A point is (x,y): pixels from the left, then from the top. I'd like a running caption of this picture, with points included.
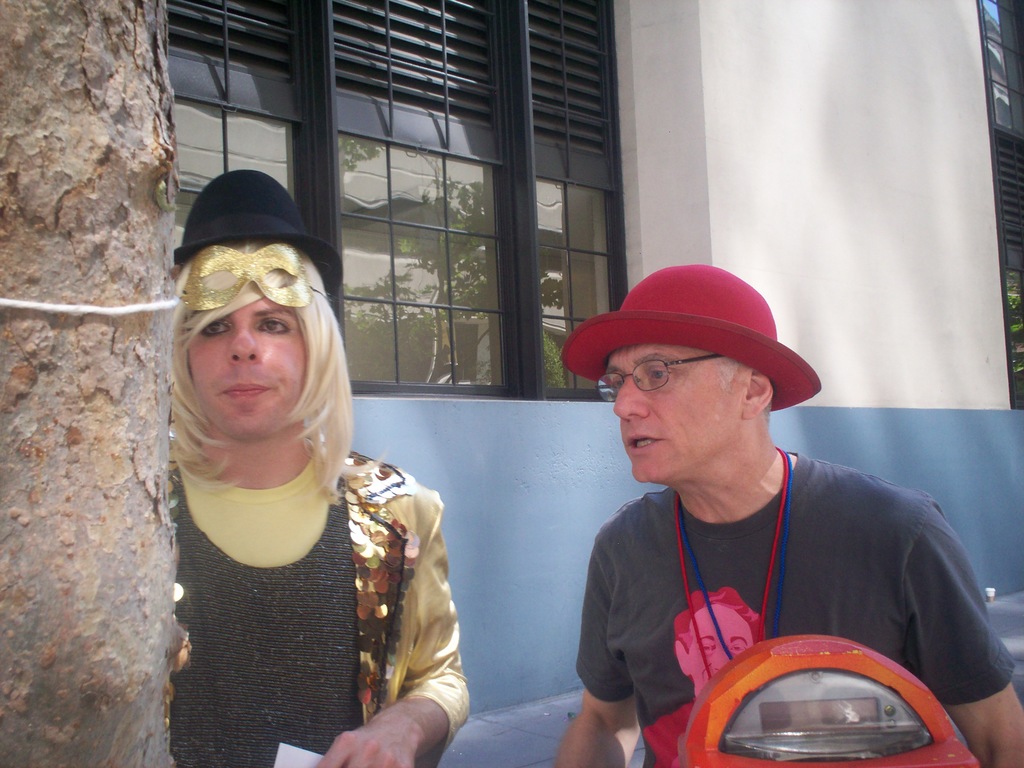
In this picture there is a person (928,513) with grey t-shirt (959,566) is standing and there is a person (312,619) with costume (215,756) is standing. On the left side of the image (150,499) there is a tree (144,409). At the back (736,256) there is a building (875,241) and there is a reflection (440,225) of tree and sky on the mirror (398,159) of the window (398,159). In the foreground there is an object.
